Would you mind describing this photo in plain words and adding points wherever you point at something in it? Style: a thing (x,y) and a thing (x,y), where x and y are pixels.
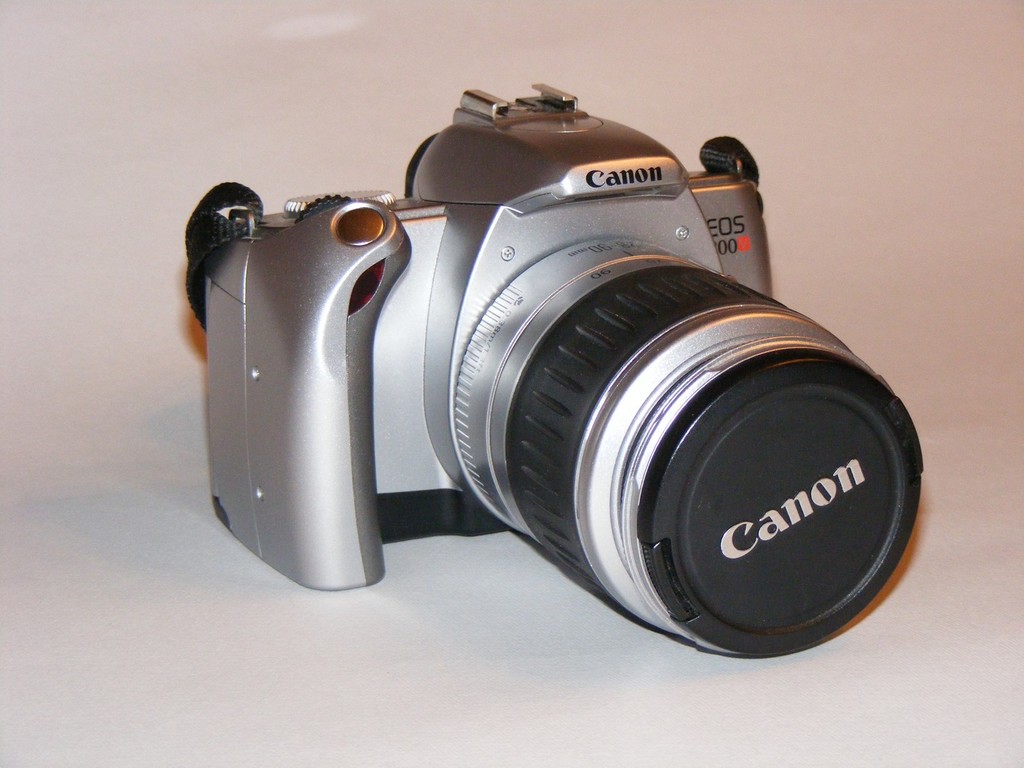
In this image, we can see a canon camera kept on the white surface (435,701).
